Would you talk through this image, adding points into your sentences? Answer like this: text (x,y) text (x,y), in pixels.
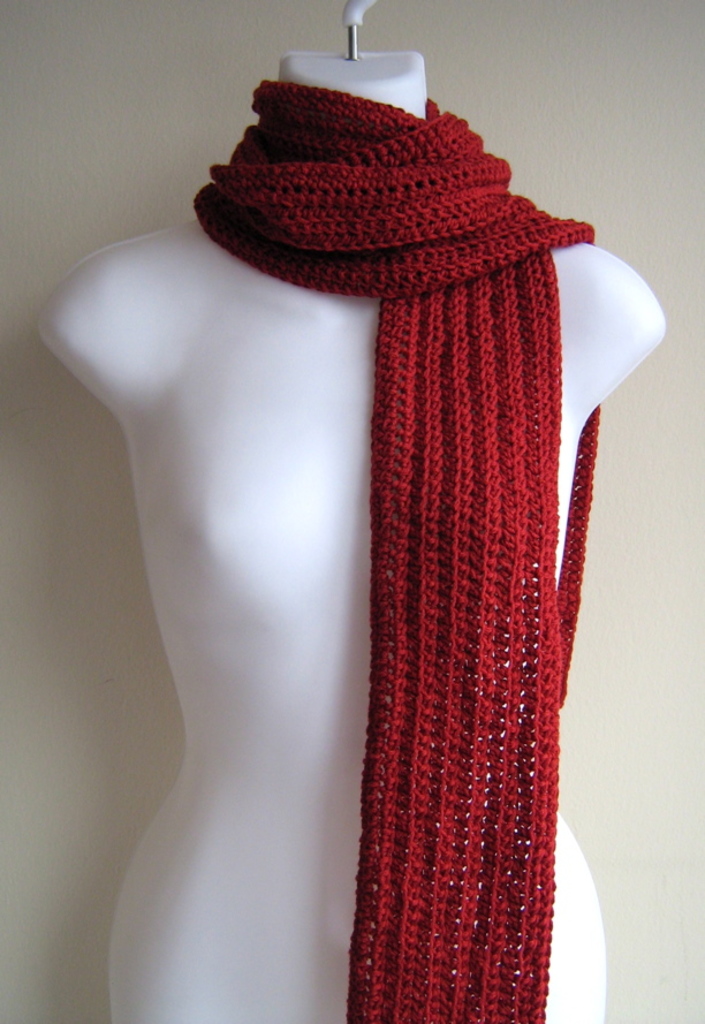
In this image we can see a scarf (339,140) to the mannequin (333,696).
